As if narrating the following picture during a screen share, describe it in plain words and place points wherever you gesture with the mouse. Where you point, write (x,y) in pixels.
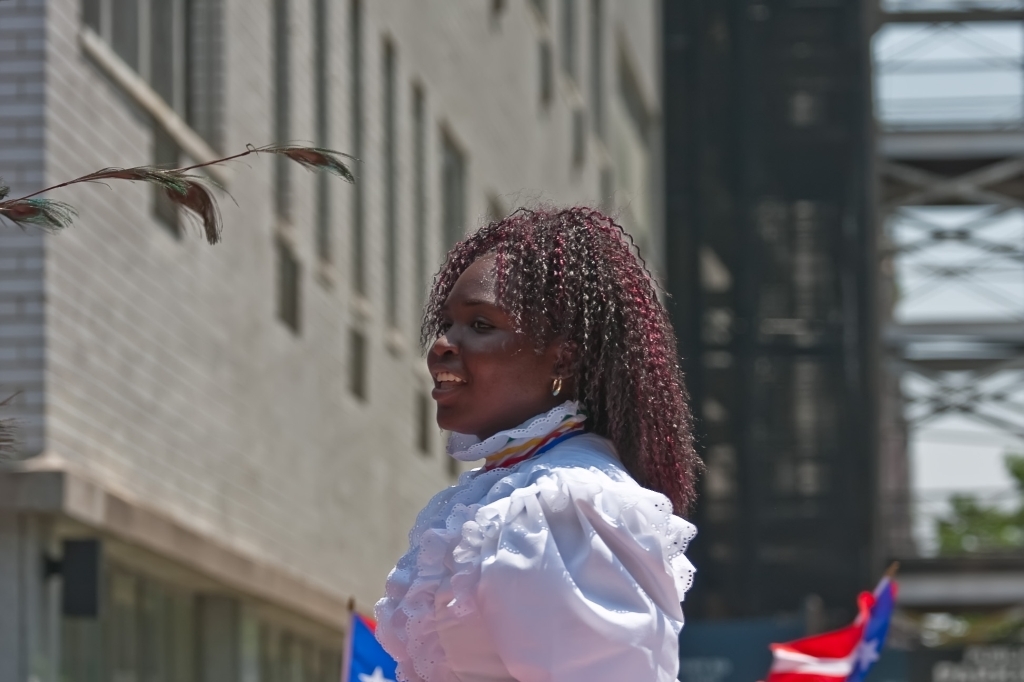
In this image I can see the person (536,586) standing, the person (513,582) is wearing white color dress (548,583). Background (244,556) I can see a building (143,129) in cream color and I can also see few windows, background (939,456) I can see trees (1011,542) in green color and the sky (943,84) is in white color.
